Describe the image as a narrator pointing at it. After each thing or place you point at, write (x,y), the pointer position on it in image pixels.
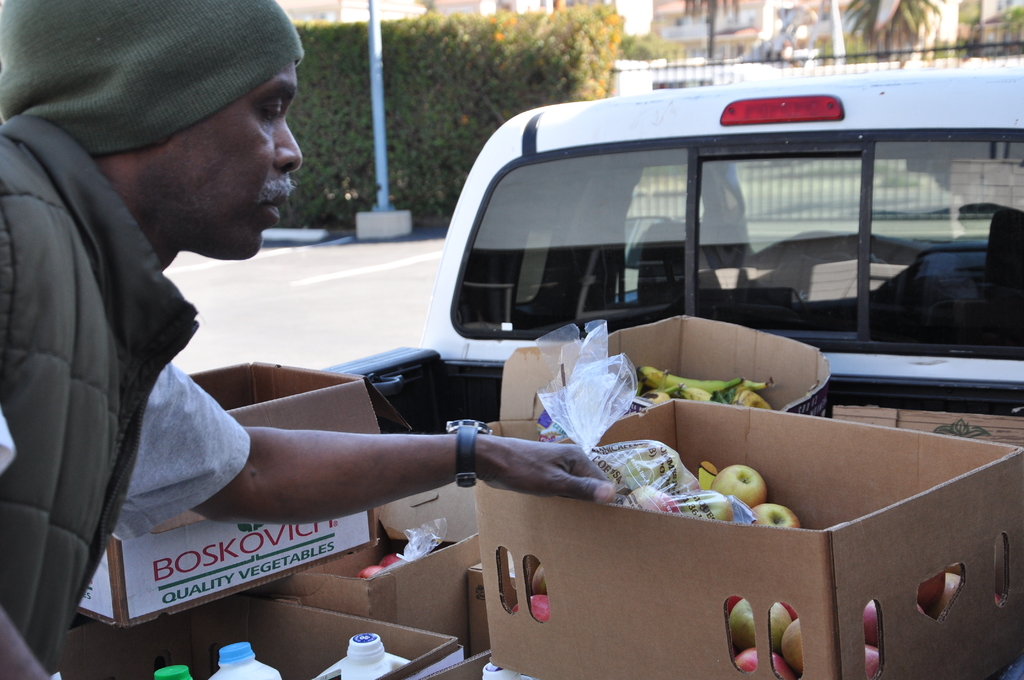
In the image there is a man (43,400) and in front of the man (321,453) there are some boxes (589,596) containing apples (648,440) bananas (667,394) and some other items (595,370), all the boxes (712,372) were kept in a truck (693,316) and in the background (369,64) there are some plants (435,85) and trees (870,19).
